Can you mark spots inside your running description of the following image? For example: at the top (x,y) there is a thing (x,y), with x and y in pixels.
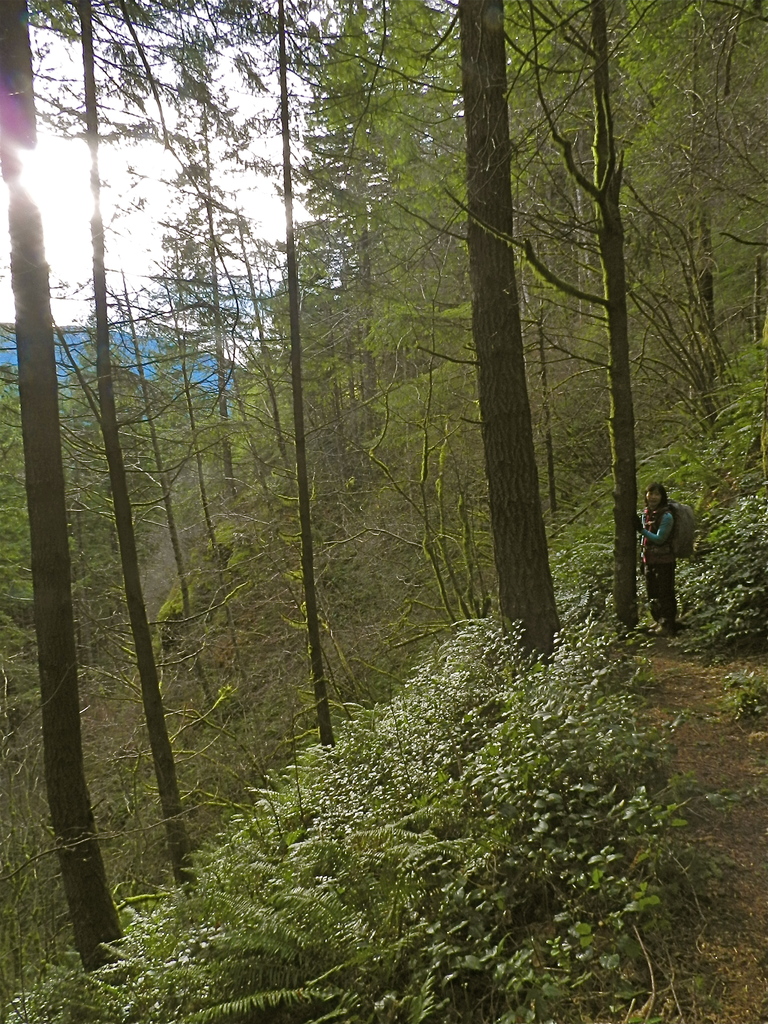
At the bottom of the picture (553,737), we see the trees (622,489). On the right side (667,504), we see a woman (660,531) who is wearing the backpack (688,511) is standing. There are trees (323,414) in the background (178,496). In the background (156,330), we see the sky (131,156), the sun (43,150) and a blue color sheet (117,358). It might be a tent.
